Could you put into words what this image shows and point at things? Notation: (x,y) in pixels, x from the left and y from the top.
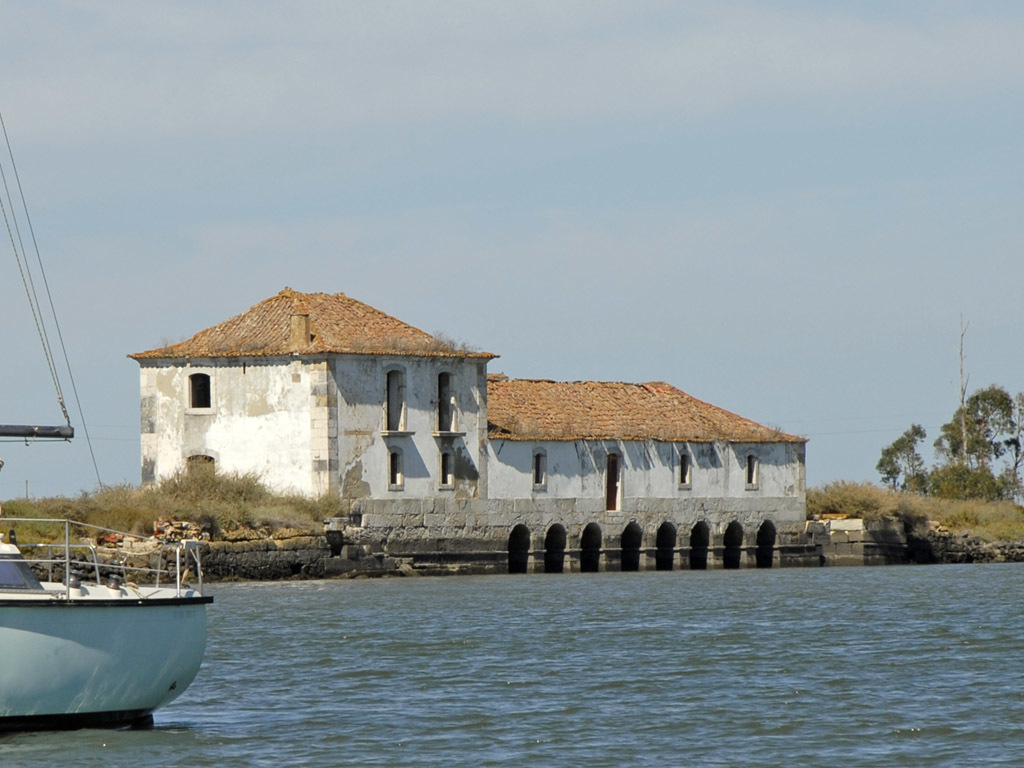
In this image, this looks like a house (614,469). These are the trees (944,481) and the grass (927,507). On the left side of the image (114,645), I can see a boat (118,637) on the water (494,663). This is the sky (556,190).
